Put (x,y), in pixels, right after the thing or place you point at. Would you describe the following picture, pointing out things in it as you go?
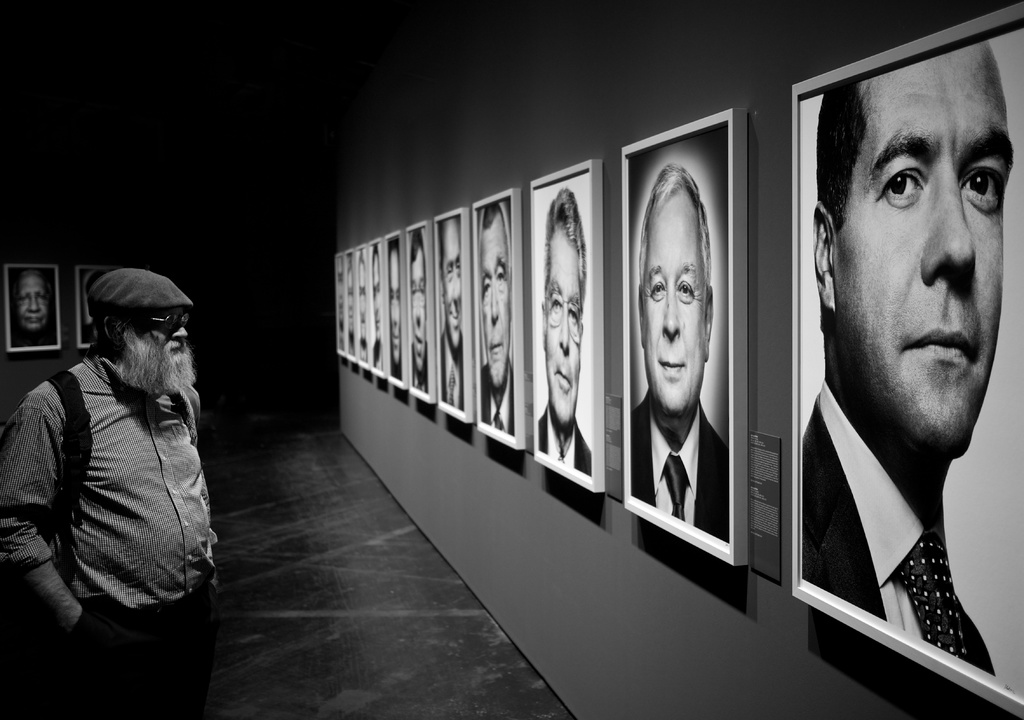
In the image we can see there is a person (170,484) standing, wearing clothes (151,545), cap (147,301) and spectacles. He is hanging bag (70,415) on his back (75,430), this is a floor (358,586) and a wall (601,100). On the wall (560,95) there are many frames (673,353).
